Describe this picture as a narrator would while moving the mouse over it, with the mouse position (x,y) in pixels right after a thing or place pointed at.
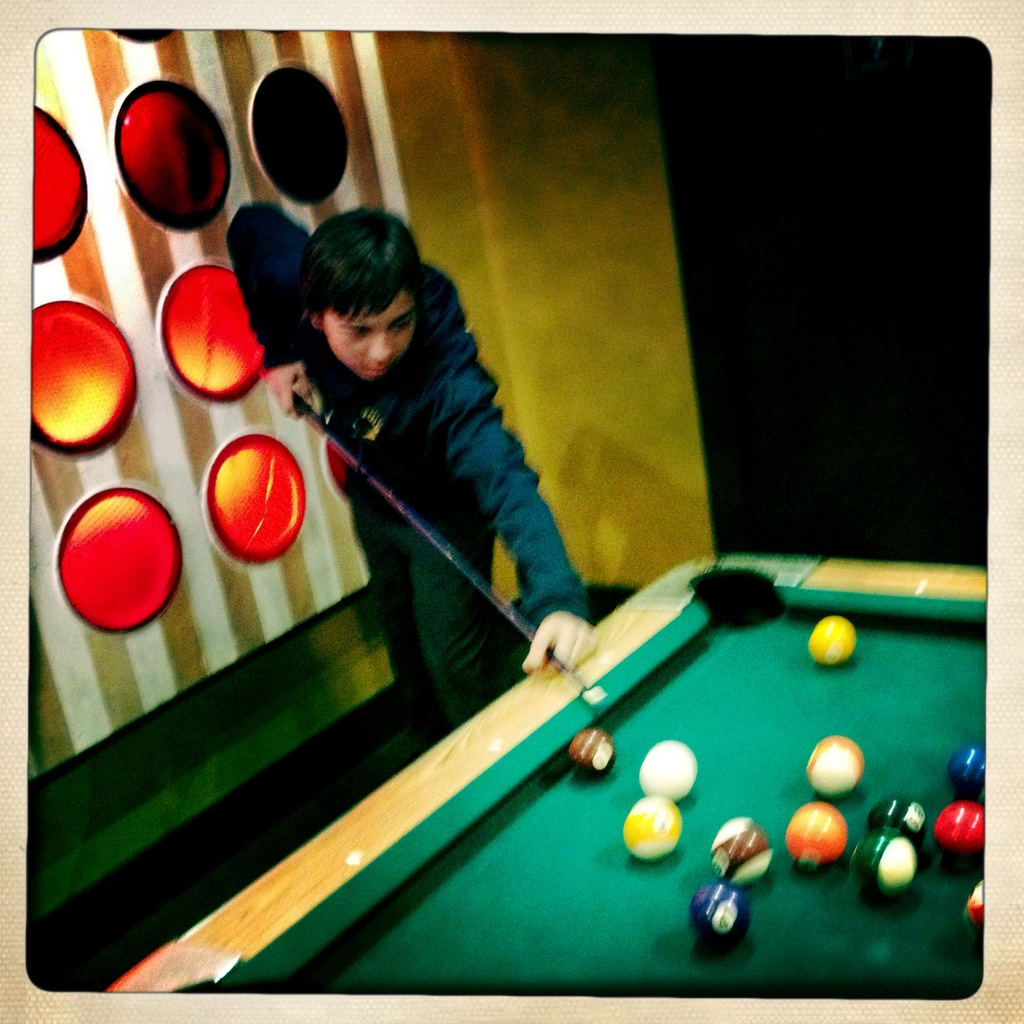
In this image i can see a person (434,419) holding a stick (454,562) in his hand (563,652), and the table (568,855) on which there are balls (827,836). In the background (613,224) i can see a wall (597,222).
